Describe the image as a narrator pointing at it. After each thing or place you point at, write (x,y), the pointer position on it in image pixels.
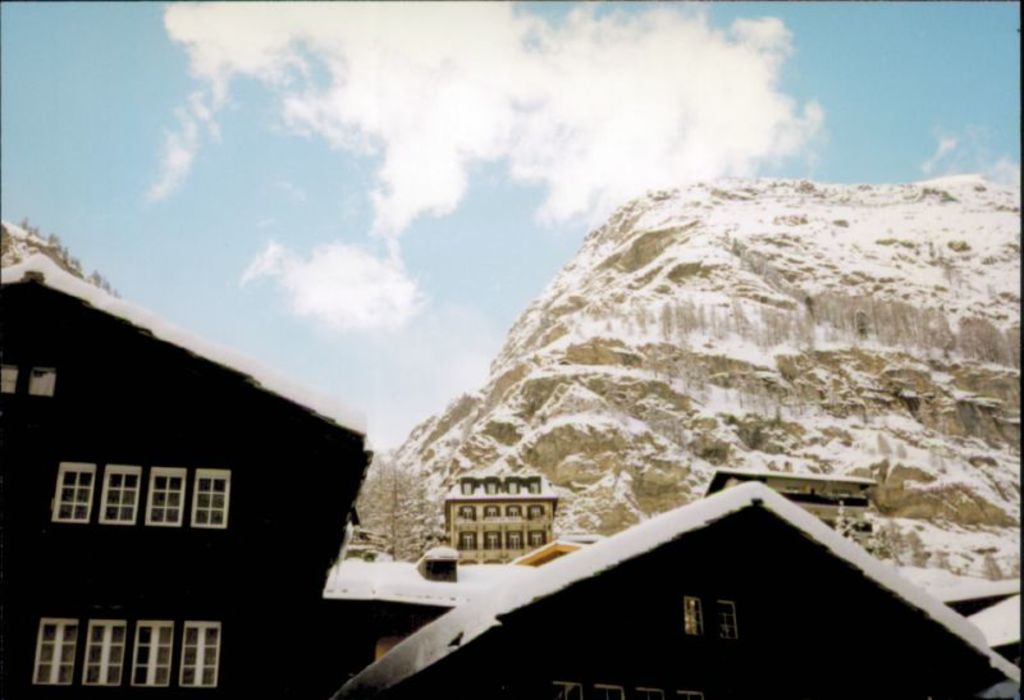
There are houses (206,567) in this picture and there are windows (128,492) in these houses (127,456). Behind the houses (676,543) there is a hill (715,356) and in the background (589,118) we can observe clouds (537,110) and sky (498,220).
